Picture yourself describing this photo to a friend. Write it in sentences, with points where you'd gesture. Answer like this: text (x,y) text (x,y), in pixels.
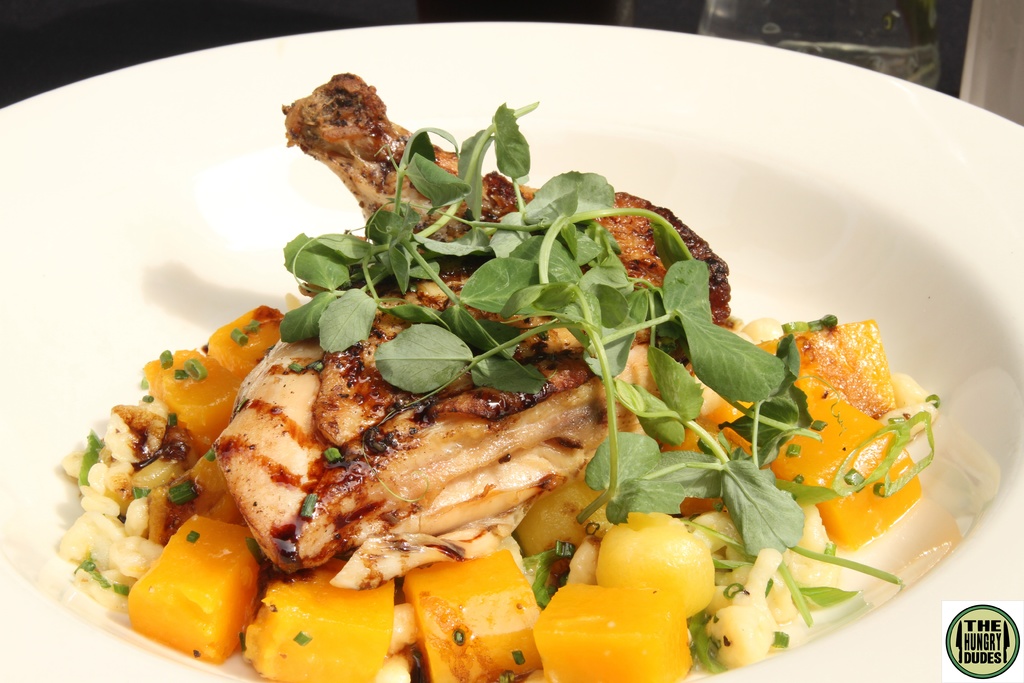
In this image I can see food (153,480) which is in yellow, brown, green and cream color. The food (292,565) is in the bowl (30,281) and the bowl (271,261) is in white color.
